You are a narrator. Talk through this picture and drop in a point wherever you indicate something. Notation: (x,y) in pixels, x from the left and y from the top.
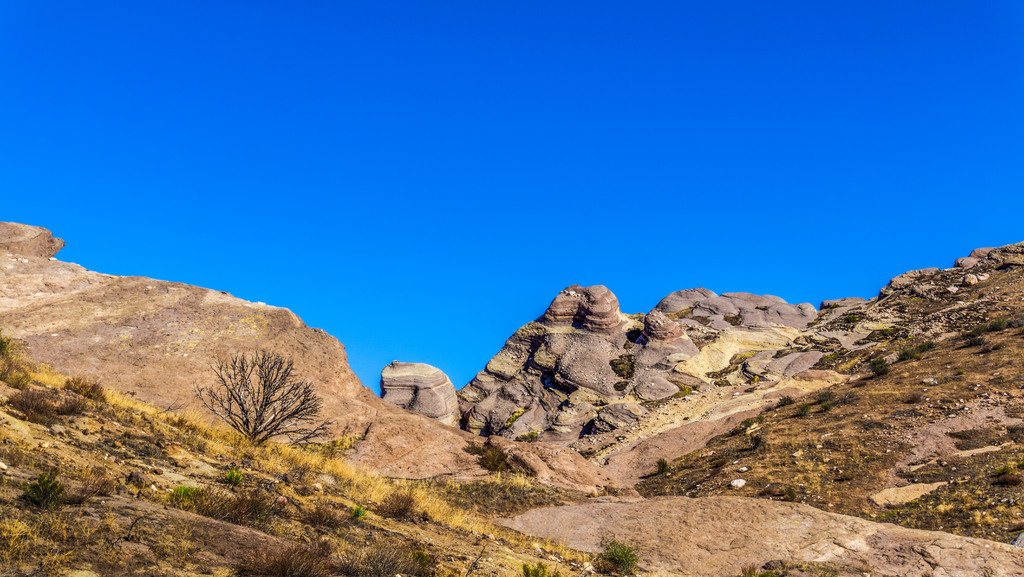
In this image I can see mountains (603,406), rocks (607,510) and trees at the bottom of the image (726,421). At the top of the image (542,166) I can see the sky (739,260).
